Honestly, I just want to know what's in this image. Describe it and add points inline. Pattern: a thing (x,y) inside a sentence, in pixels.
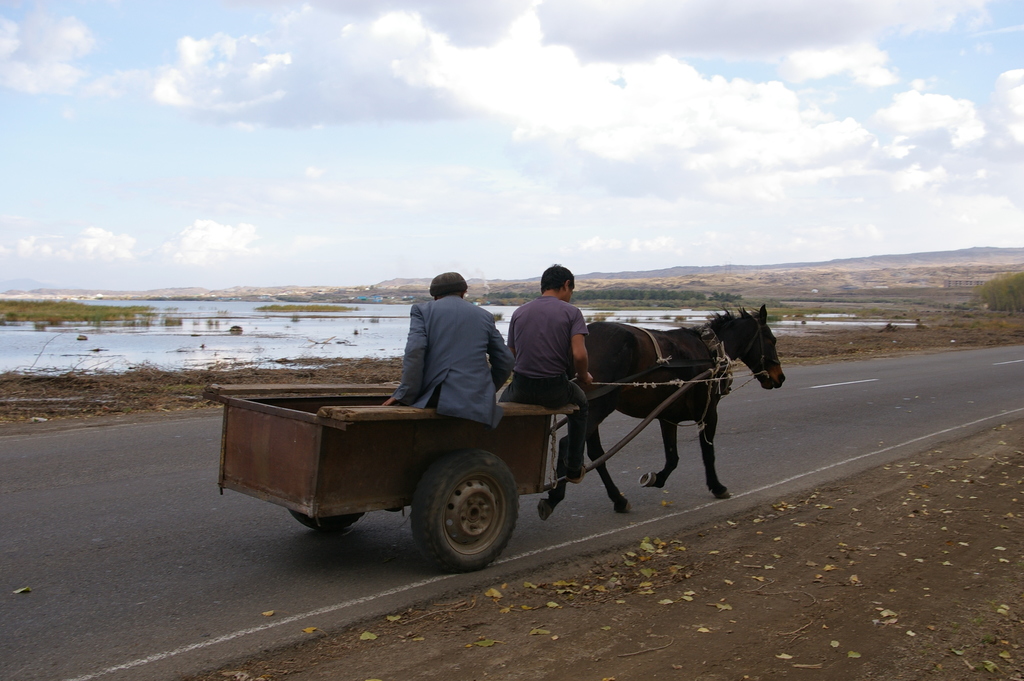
In this image there are two persons (467,371) riding tonga (467,447) and at the background of the image (852,261) there is a river (293,350) and mountain (841,285) and at the top of the image (437,91) there is a cloudy sky (597,130).
